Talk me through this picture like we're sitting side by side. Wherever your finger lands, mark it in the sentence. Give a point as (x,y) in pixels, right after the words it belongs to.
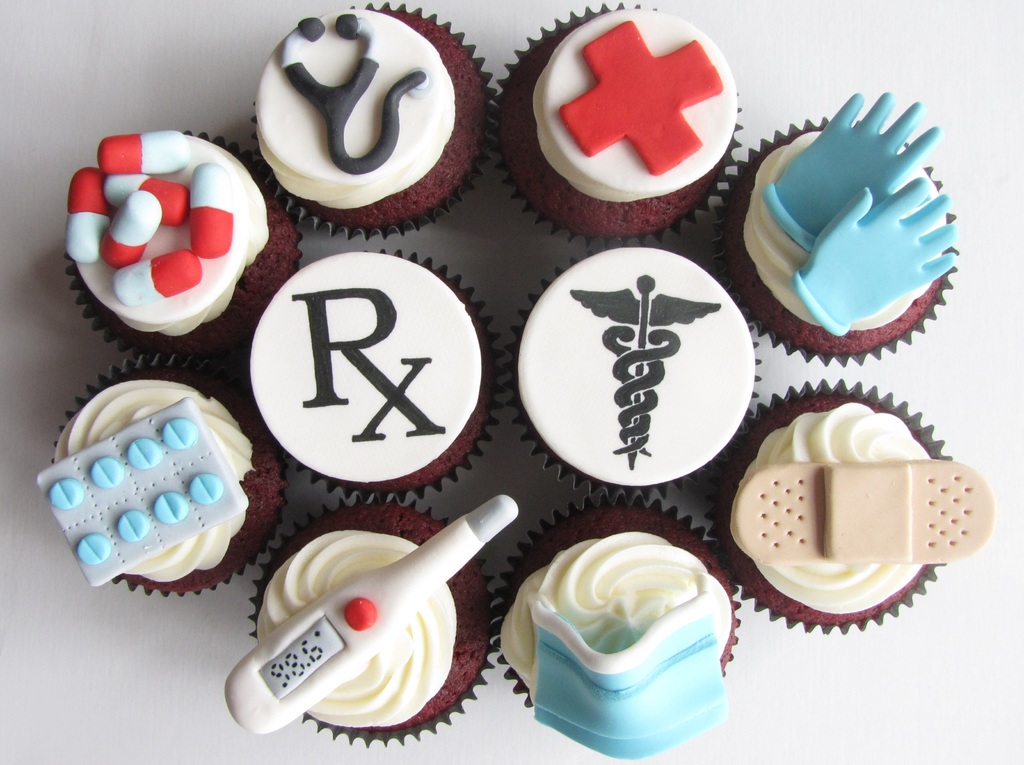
In the image we can see there are many cupcakes (595,309) and this is a white surface (783,681). On the cupcake (411,387) we can see the glove (836,235), plus symbol (641,121), stethoscope (345,89), tablets (220,209), logo (621,376), bandage (783,531), face mask (626,717) and a thermometer (311,677).
